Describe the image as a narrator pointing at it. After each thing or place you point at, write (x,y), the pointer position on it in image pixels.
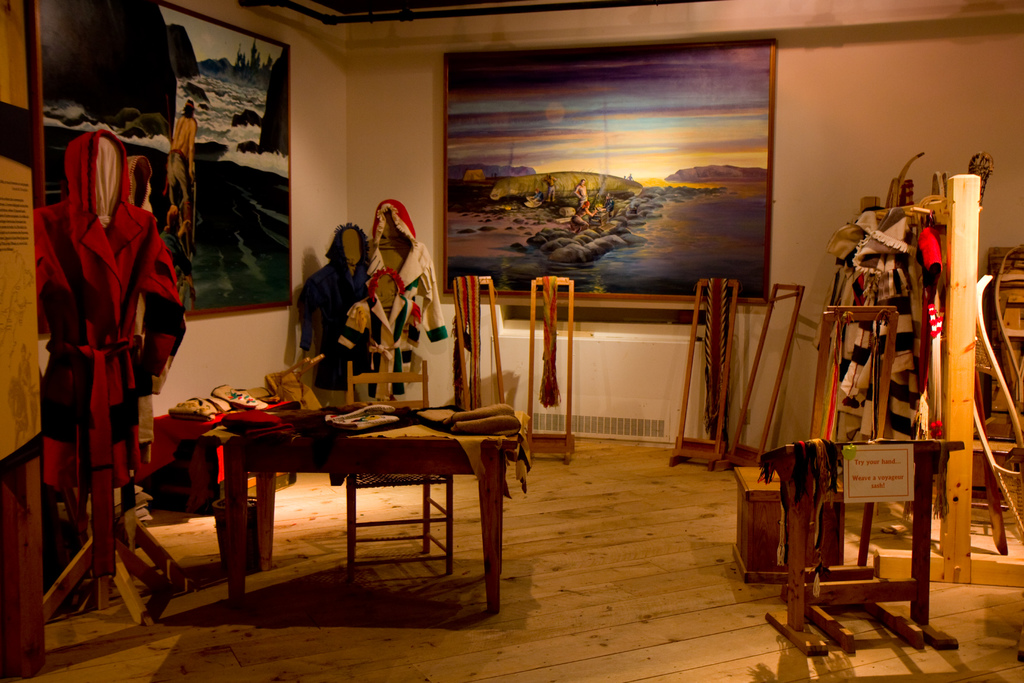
On this table (421,450) there are objects (298,416). This is wooden floor (480,555). Here we can see table (357,456), chair (361,381) and objects (545,313). Pictures (629,154) are on the wall (854,133). In these pictures (110,112) we can see water (706,262) and people (189,142). These are clothes (84,269).
